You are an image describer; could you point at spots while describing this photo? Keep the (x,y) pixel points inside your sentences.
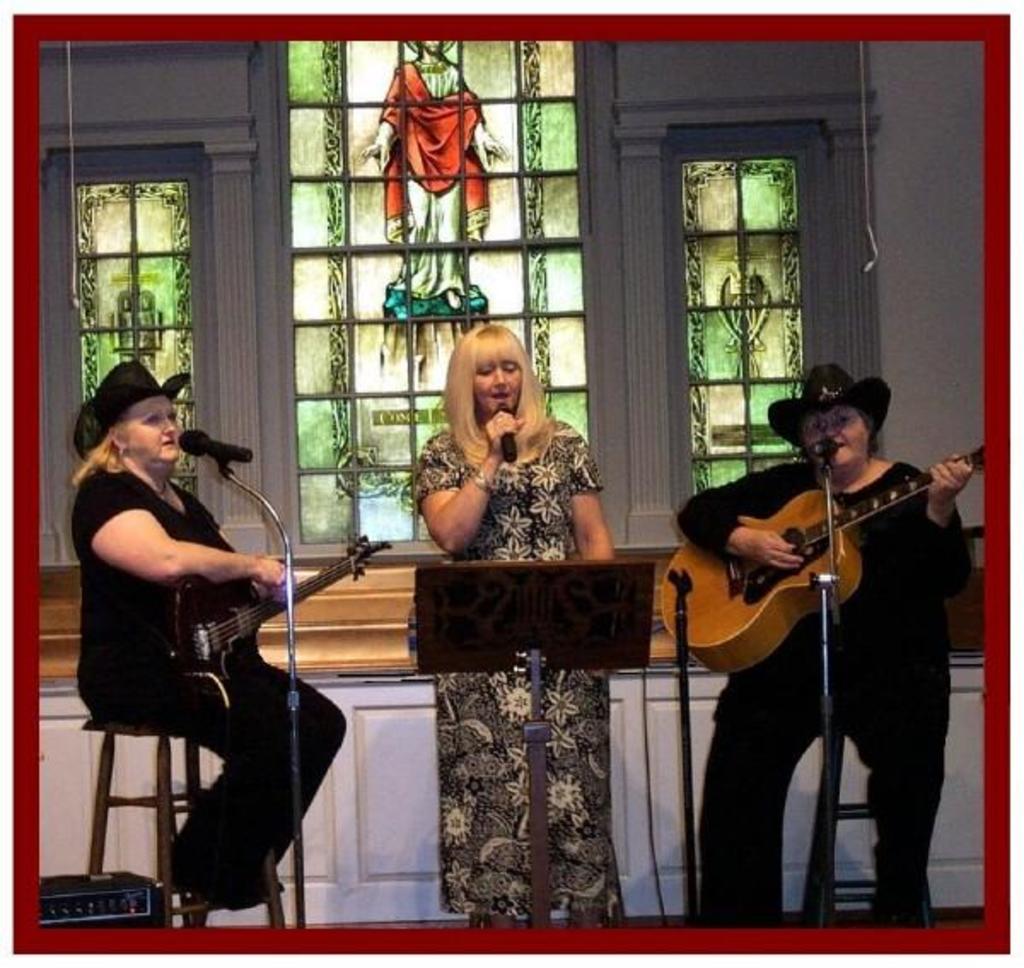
here in this picture we can see a three women (898,523), in which one woman (463,554) is singing a song and other two women (118,526) are sitting and holding a guitar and having a micro phone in front of them.
